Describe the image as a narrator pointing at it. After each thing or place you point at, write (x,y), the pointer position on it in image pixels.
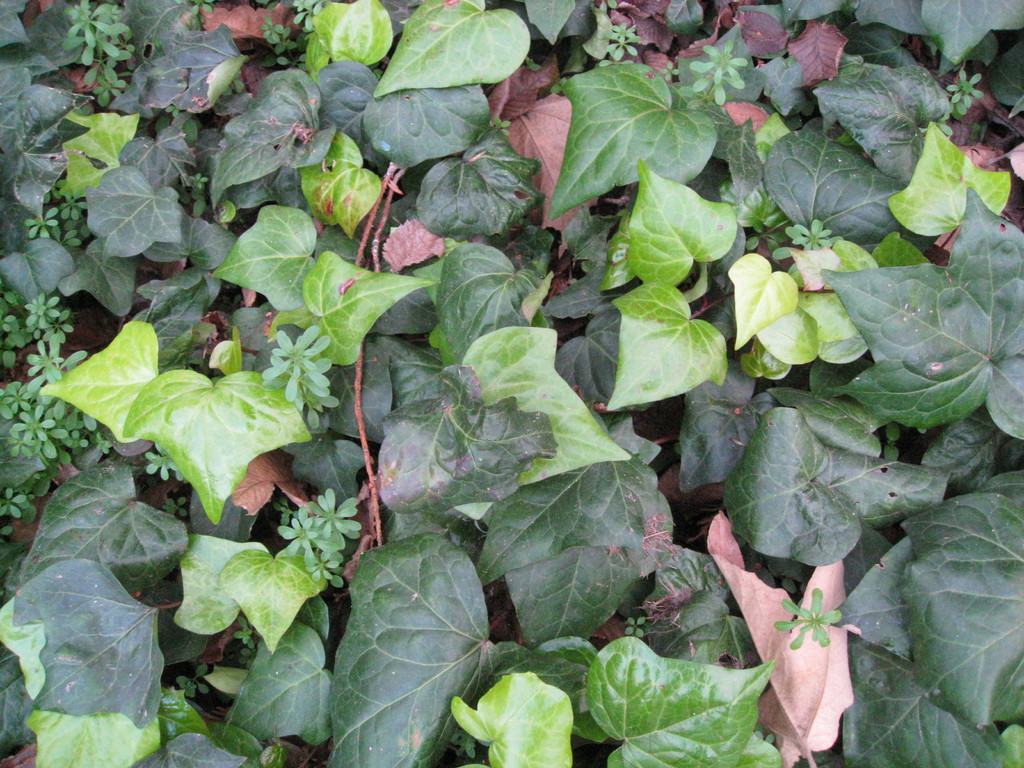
In this picture we can see leaves (323,463) and plants (120,222).
